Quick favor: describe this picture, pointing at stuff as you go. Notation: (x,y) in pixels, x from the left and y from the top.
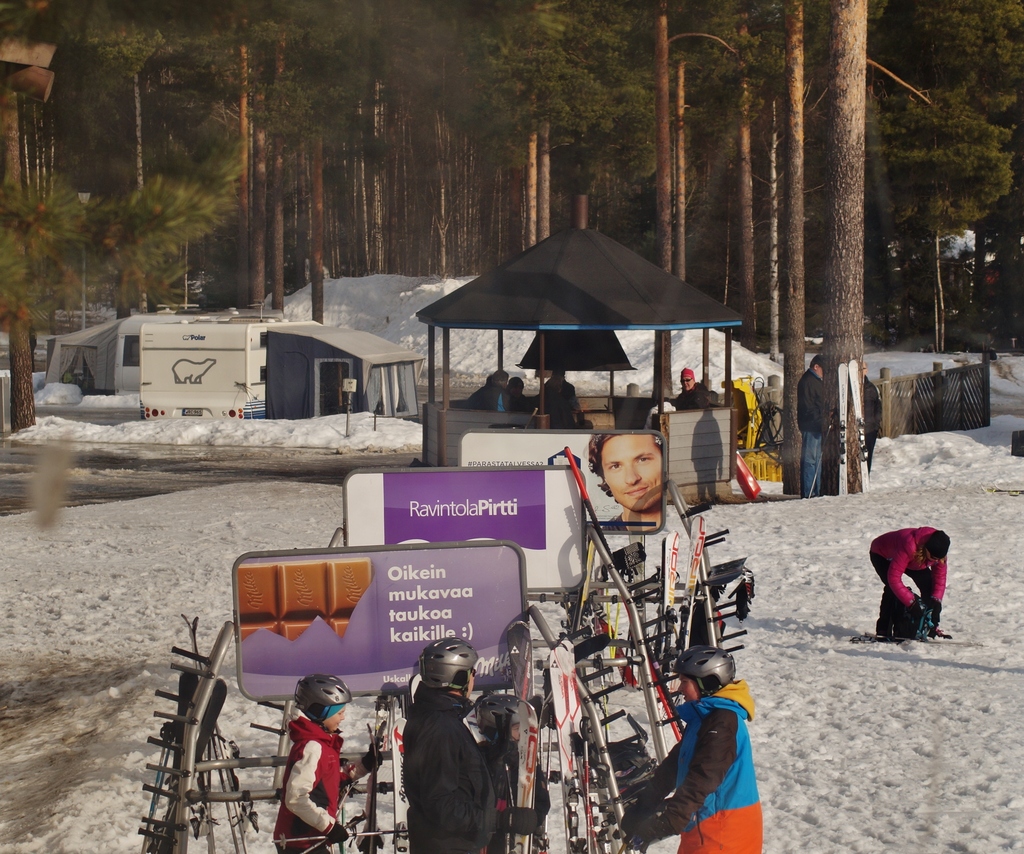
In this picture there are four people (429,659) wearing jackets (458,702), with helmets (694,668) standing near the ski stand (560,775). Behind there is a advertising posters (489,573). In the background (765,331) there is a white caravan (231,417) and huge trees (308,216).
